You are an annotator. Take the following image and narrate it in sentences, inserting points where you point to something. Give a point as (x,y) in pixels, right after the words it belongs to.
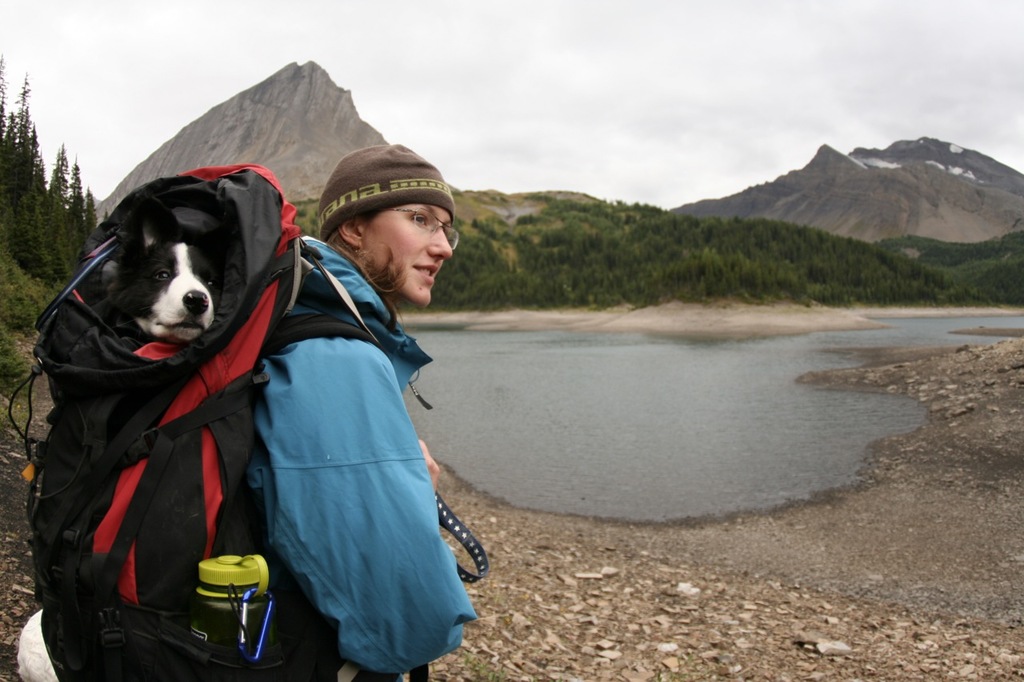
a person (327,523) is standing wearing a backpack (160,450). in her backpack (164,534) there is a dog (170,313) and bottle (226,608). in front of her there is water (636,396). and at the back (740,284) there are trees (668,231) and mountains (316,174).
